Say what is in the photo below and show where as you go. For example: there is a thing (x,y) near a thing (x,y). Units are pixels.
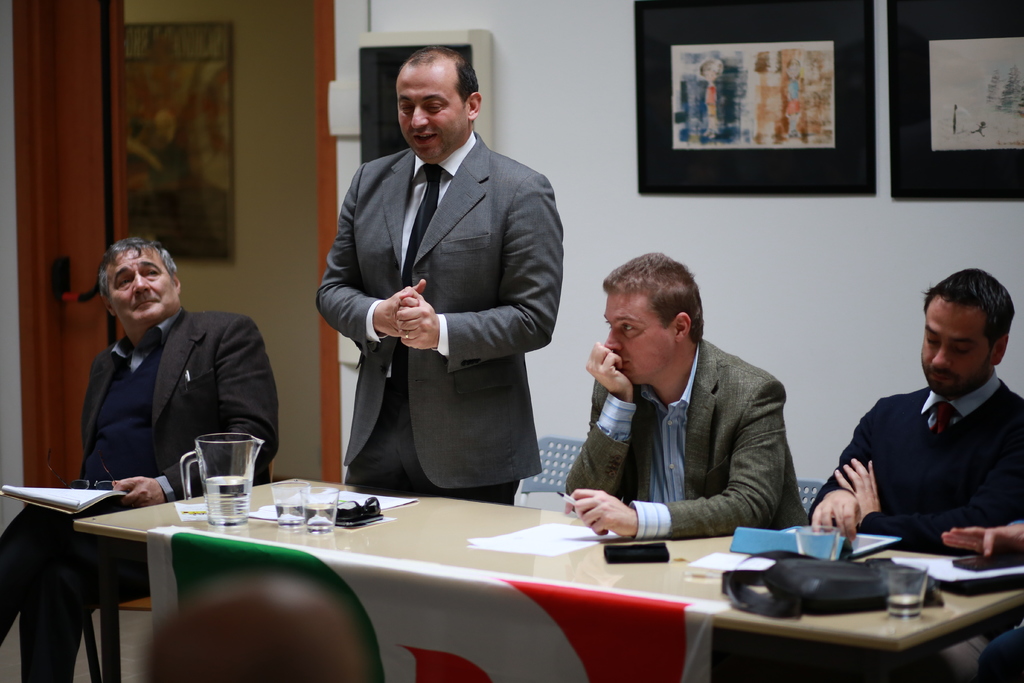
In the picture there are total four men (853,465) three of them are sitting one person (385,229) is standing and speaking something there is a table (264,528) in front of them there is a jug (242,473) and glasses (312,512) on the table (484,563) and other some papers (487,546) in the background (855,249) there is a white color wall (720,205) and also some posters (788,110) on the wall (855,249).
